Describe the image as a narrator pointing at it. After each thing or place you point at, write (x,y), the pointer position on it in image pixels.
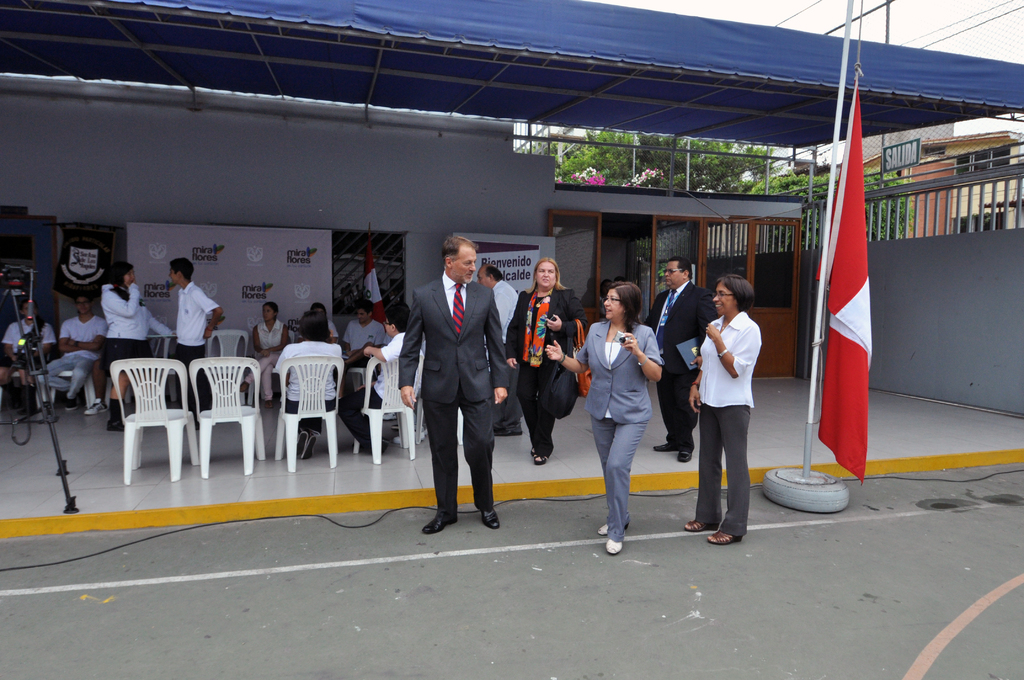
This is completely an outdoor picture. Here we can see a blue shed (608,59) at the top of the picture (768,10) and also a sky (768,10). This is a flag (849,352). this is a road (536,620). We can see few persons (468,369) standing and laughing. Behind them there are chairs (302,394) and few people (303,348) are sitting on the chairs (327,362). this is also a flag (372,285). Two people (200,348) are standing and talking something. This is a camera tripod (47,405) is at the left side of the picture (68,491). Behind the wall (479,205) we can see few trees (658,160) and building (968,144).
